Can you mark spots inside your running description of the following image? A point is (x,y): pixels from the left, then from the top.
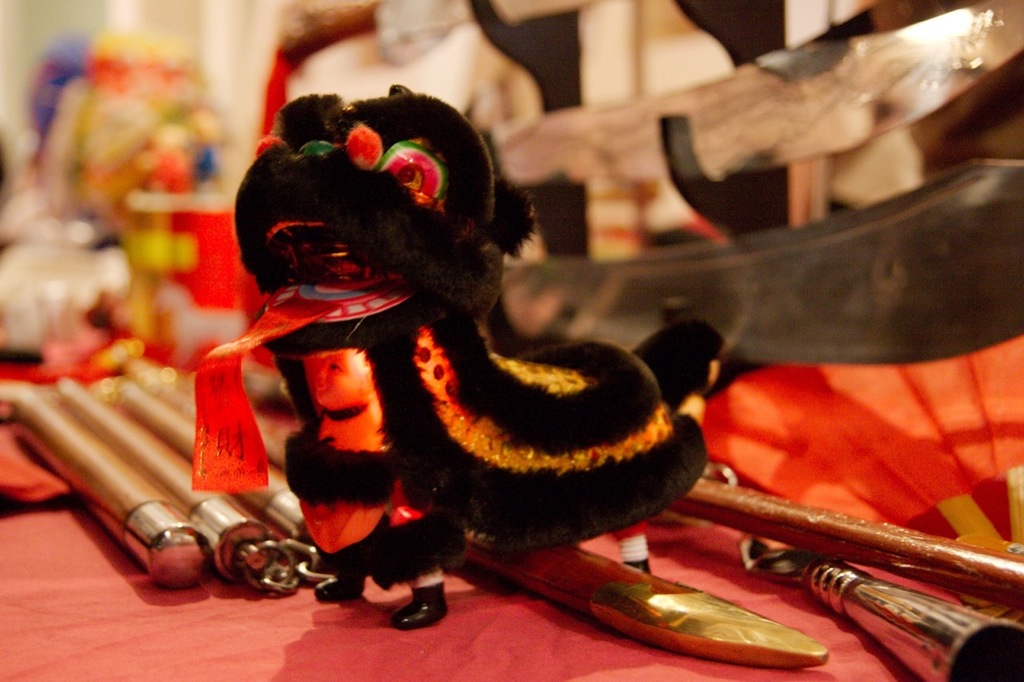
In this picture we can see a toy (287,369) and some items (234,521) on an object (157,615) and behind the toy (315,540) there are some blurred objects (34,283).
